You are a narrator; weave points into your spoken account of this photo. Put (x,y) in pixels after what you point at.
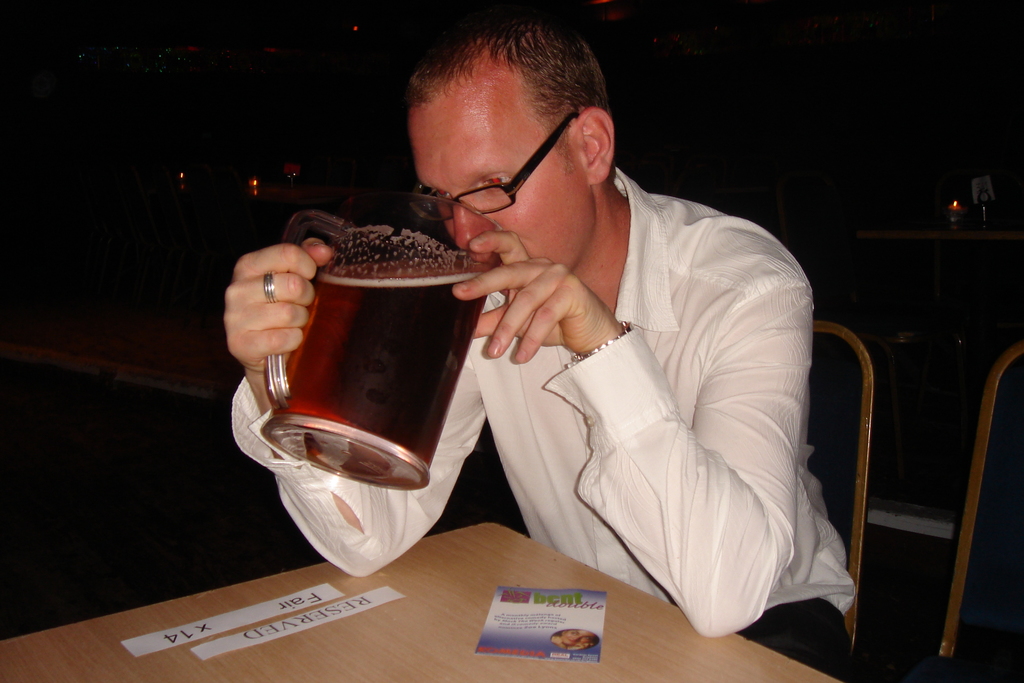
In the center of the image (648,294) there is a man (747,423) sitting on a chair (837,381) he is holding a mug (391,344) in his hand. The mug (415,368) is filled with beer (411,403). There is a table (576,570).
